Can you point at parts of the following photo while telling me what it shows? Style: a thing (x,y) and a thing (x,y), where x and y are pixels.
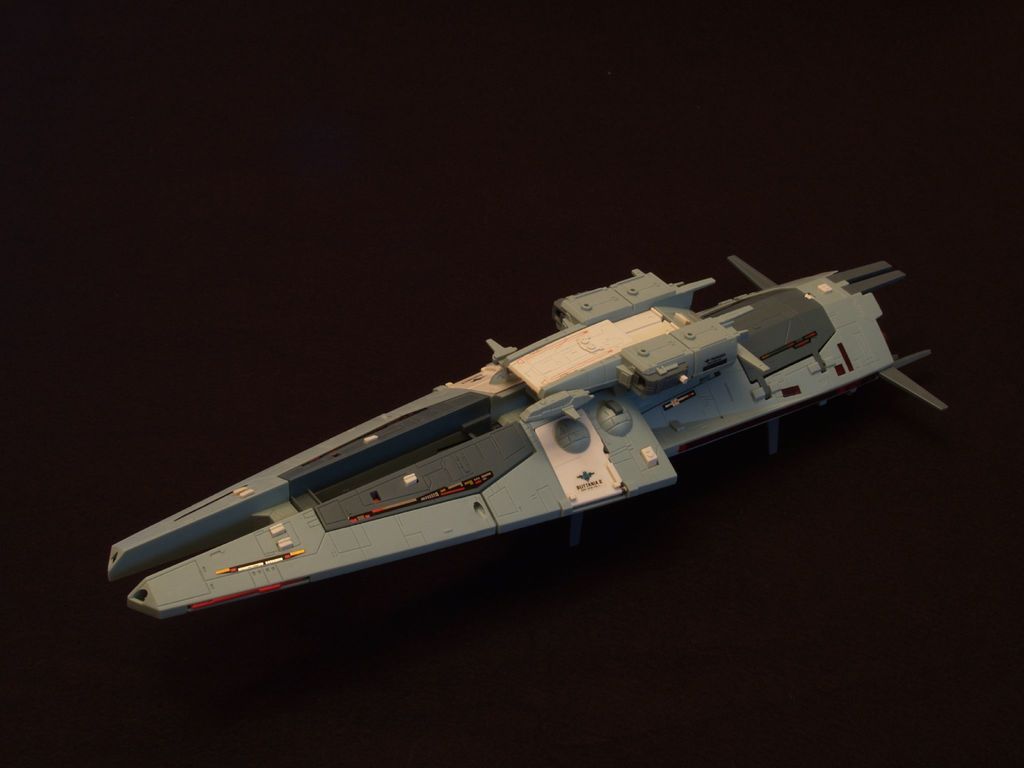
In the middle of this image (655,276), there is a device (468,420) placed on a surface (769,464). And the background (943,313) is dark in color.
